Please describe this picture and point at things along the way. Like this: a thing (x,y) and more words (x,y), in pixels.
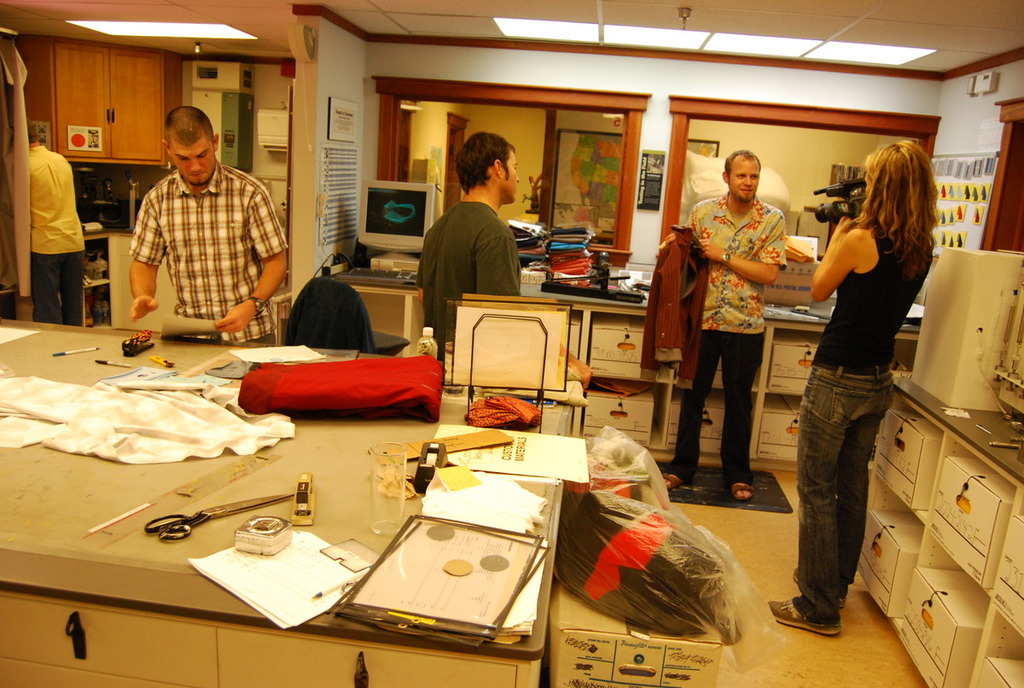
There is a person (219,286). He is standing in front of the table (46,341) on which there are so many objects (126,397). Beside him, there is another person (472,198). He is watching at him. He is looking at the camera (843,215). The woman (888,172) is holding this camera (840,202). In the background (810,150), there is window (491,131), monitor (390,204), clothes (574,237), boxes (629,345), and some other objects (616,280). On the left hand side (173,137), there is a man (42,172) standing and working. On the right hand side (764,584), there is a floor (879,654), boxes (930,478), desk (1010,459) and wall (1007,92).
